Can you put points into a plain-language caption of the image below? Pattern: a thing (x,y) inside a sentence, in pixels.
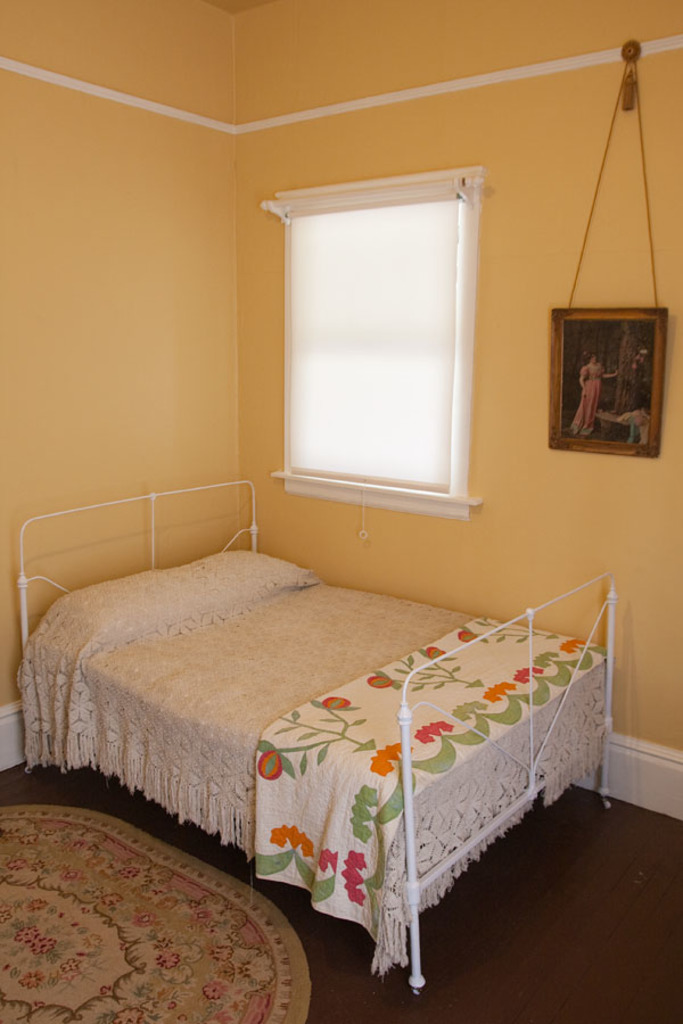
In this picture we can see a bed (254,668) and a carpet (36,864) on the floor (391,1006). On the wall (482,456) we have a window (437,503).
